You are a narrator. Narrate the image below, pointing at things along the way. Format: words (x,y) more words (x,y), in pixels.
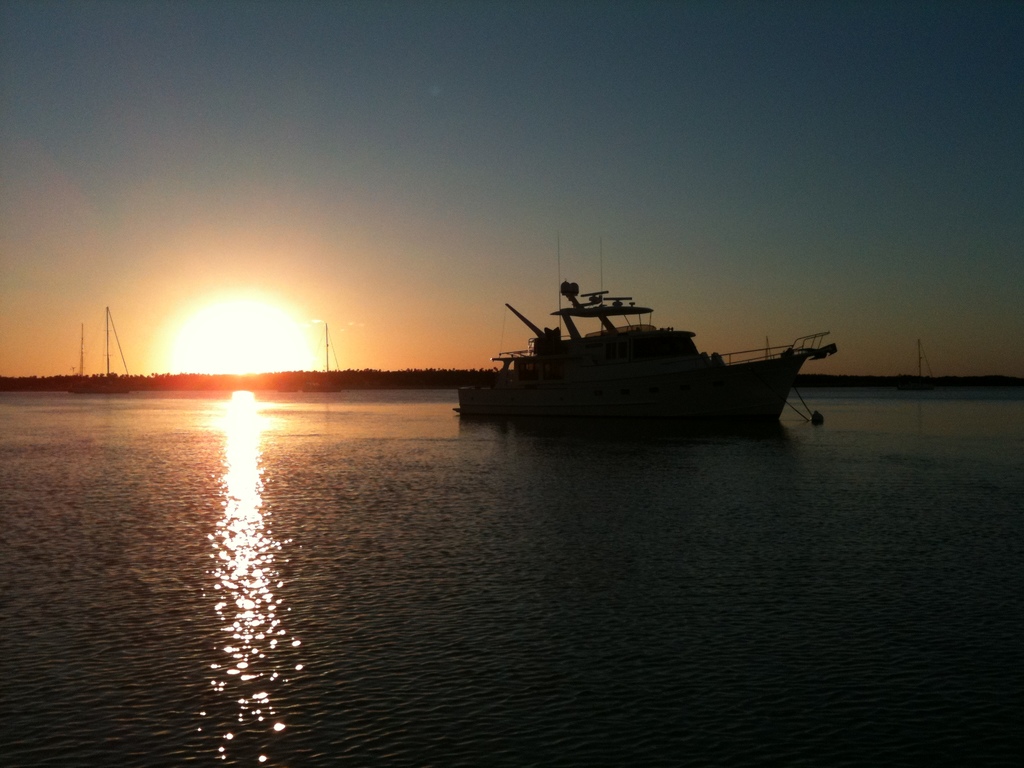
In this image we can see a ship (623,388) in the middle of the image (528,398) and in the background (209,353) there are few ships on the water (1008,481) and we can see the sunlight (181,349) and the sky (975,234).
